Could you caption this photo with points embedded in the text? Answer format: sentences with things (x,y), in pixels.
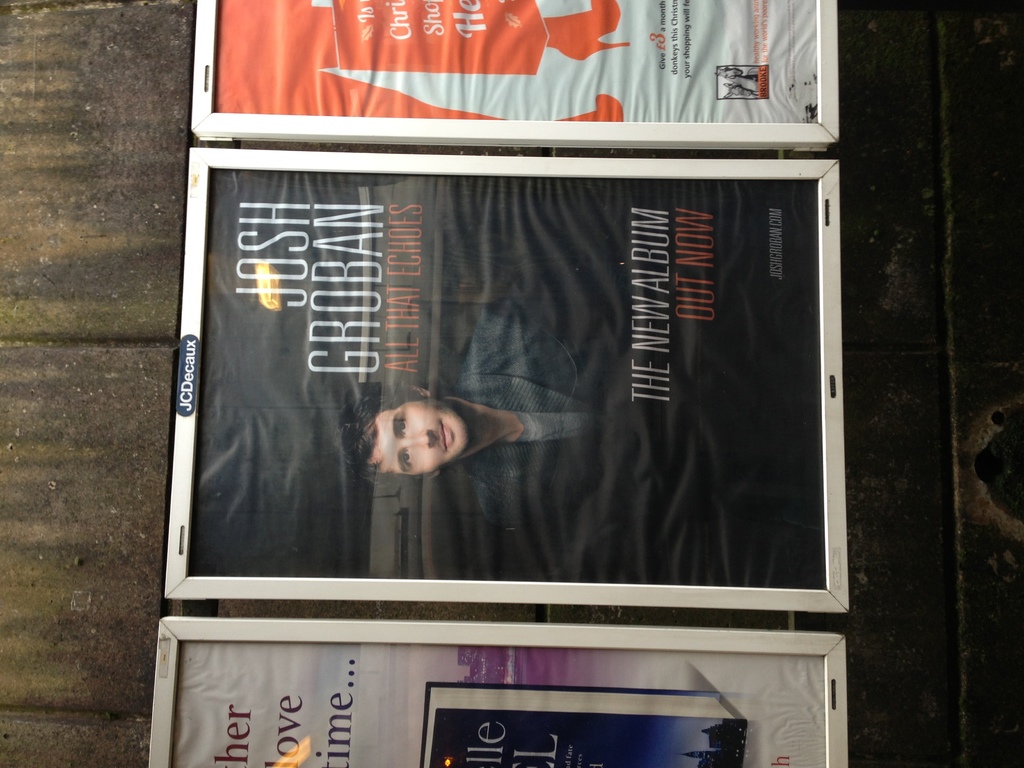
In this image I can see photo frames (465,480) on a stone surface (878,451). On this photos (472,465) I can see a person (532,441) and something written on it.
